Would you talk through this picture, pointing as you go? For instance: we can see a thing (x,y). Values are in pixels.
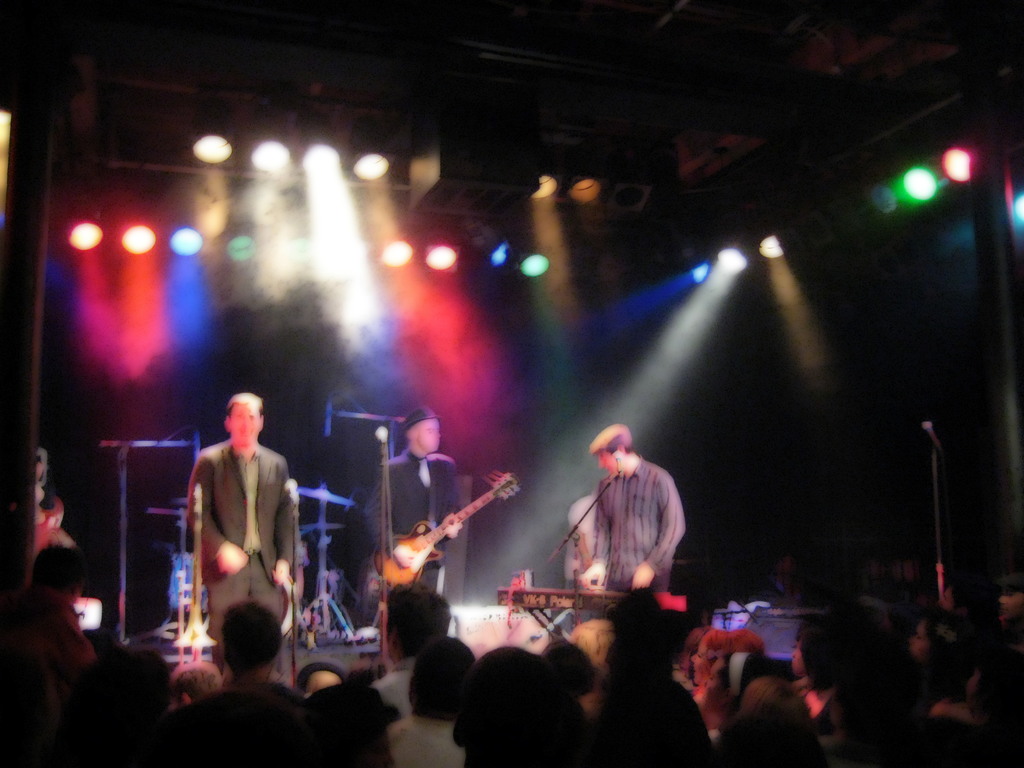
Here we can see a group of people (201,480) standing on a stage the person (641,509) on the right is playing piano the person (449,490) in the middle (492,496) is playing guitar (426,528) and the person (281,516) in the left side (245,406) is singing and all of them having microphones (383,429) in front of them and behind them we can see drums (319,492) present at the top (80,231) we can see colorful lights (549,231) and in front of them we can see audience (916,699) present.
